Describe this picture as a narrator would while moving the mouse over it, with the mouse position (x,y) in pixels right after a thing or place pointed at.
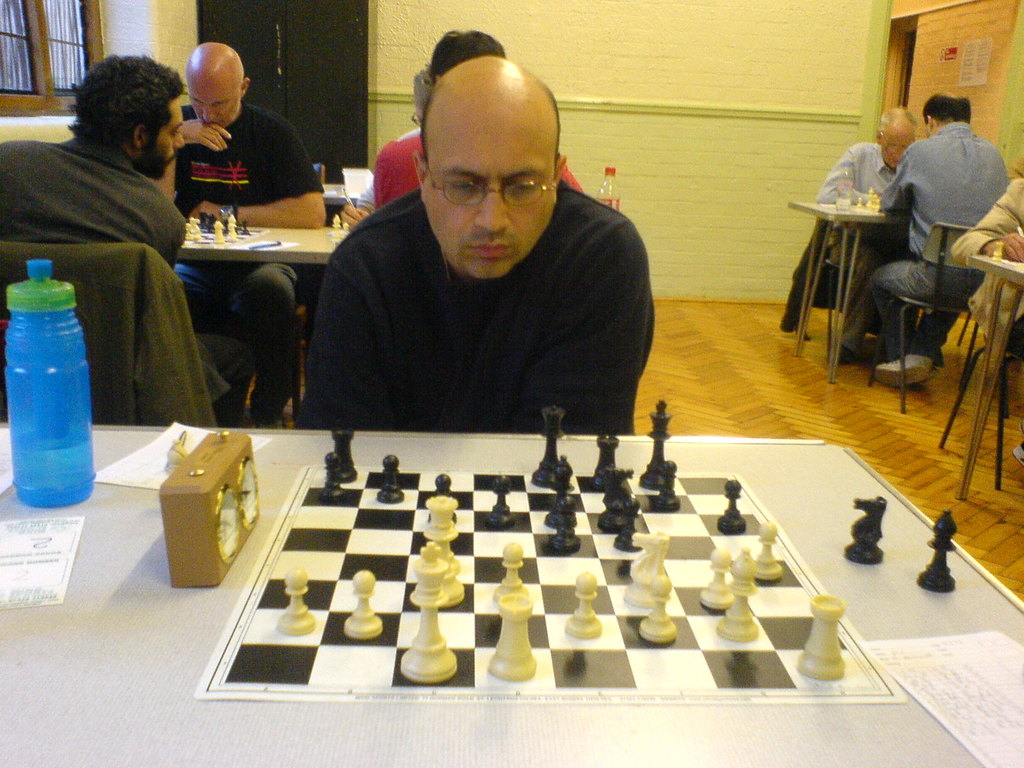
In this image, there are some persons (165,68) sitting in a chair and playing a chess (512,554). These persons (400,340) are sitting in front of these tables (148,641). These tables (117,676) contains bottles (63,392) and chess boards (187,241).
